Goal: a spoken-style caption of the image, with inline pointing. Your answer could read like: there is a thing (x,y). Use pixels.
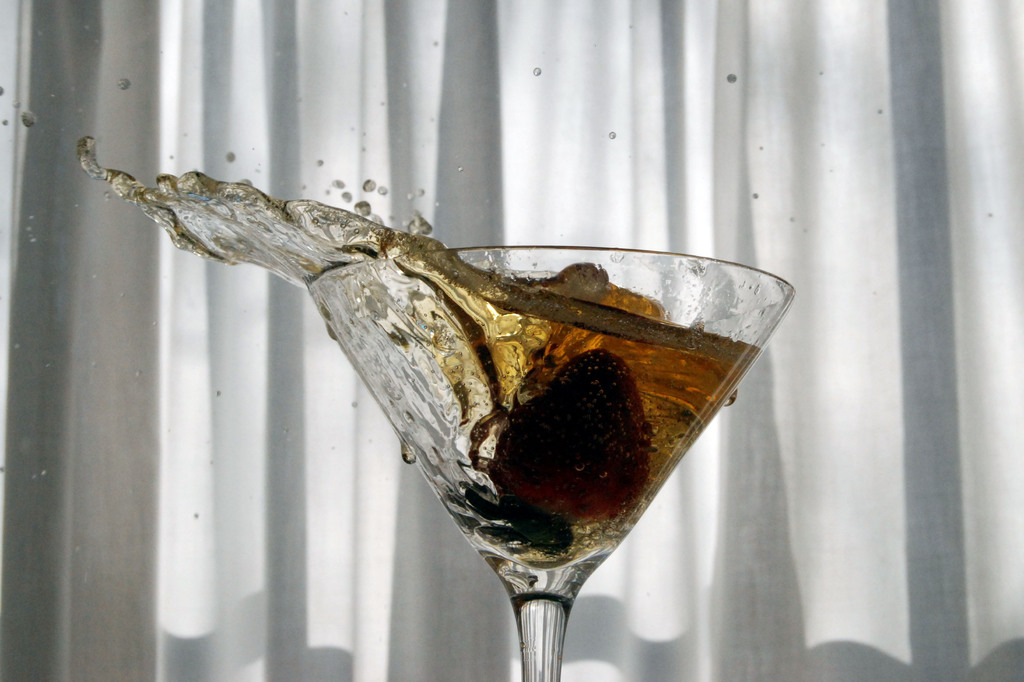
In this image there is a wine glass (532,637), in that glass (544,629) there is liquid (514,386), in the background (121,484) there is white curtain (736,39).
